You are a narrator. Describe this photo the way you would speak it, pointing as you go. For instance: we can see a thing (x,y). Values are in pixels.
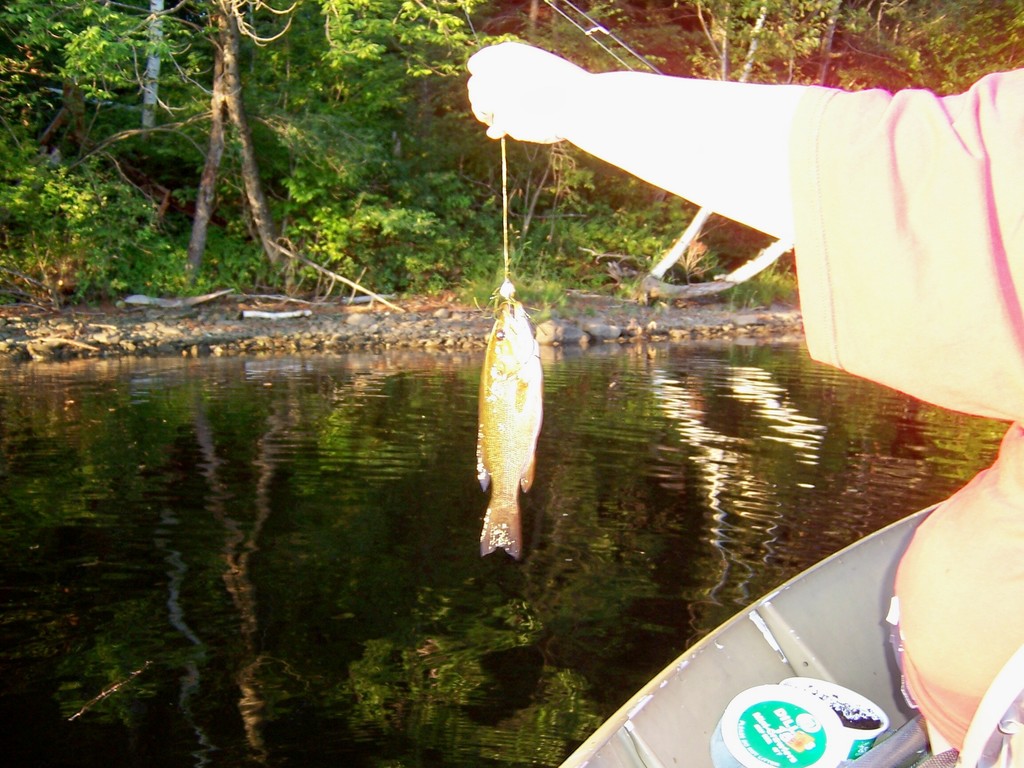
In this image in front (943,635) there is a person (999,611) on the boat (802,641) and he is holding the fish (535,413) with his hand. At the bottom of the image (183,548) there is water (319,616). In the background of the image (349,212) there are trees (377,197), rocks (29,350).
